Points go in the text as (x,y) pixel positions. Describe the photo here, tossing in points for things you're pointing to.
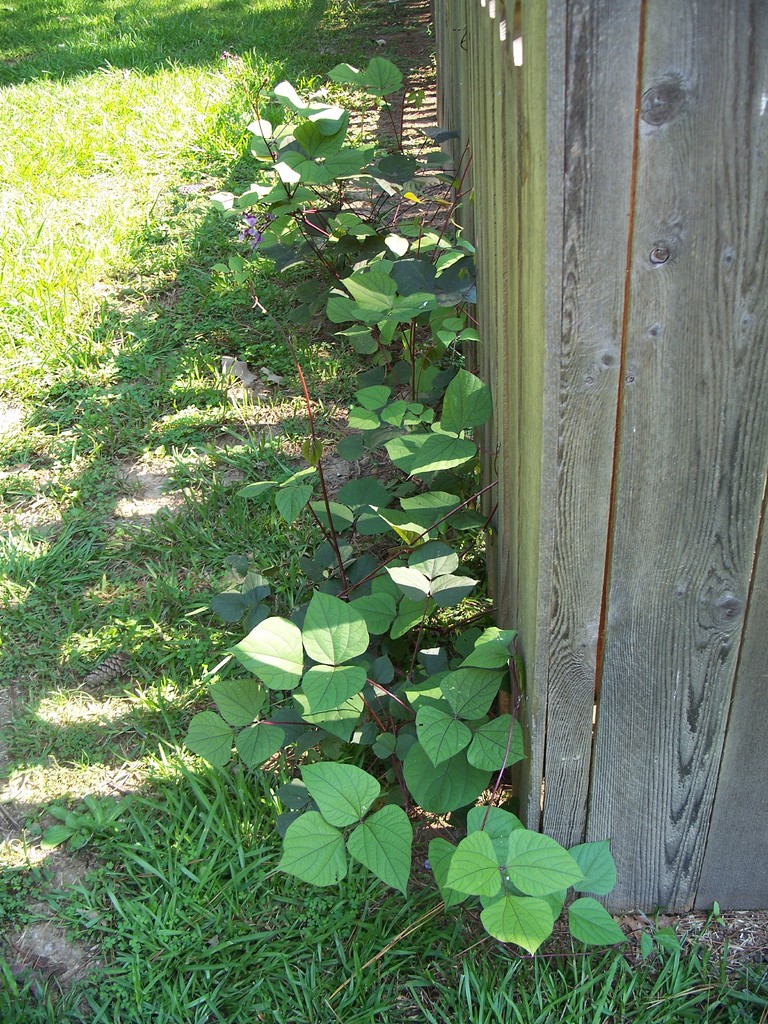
In this image we can see one wooden object (690,607) looks like a wall (581,94) on the right side of the image (683,566), some plants (329,716) and grass (307,945) on the ground (127,573).
